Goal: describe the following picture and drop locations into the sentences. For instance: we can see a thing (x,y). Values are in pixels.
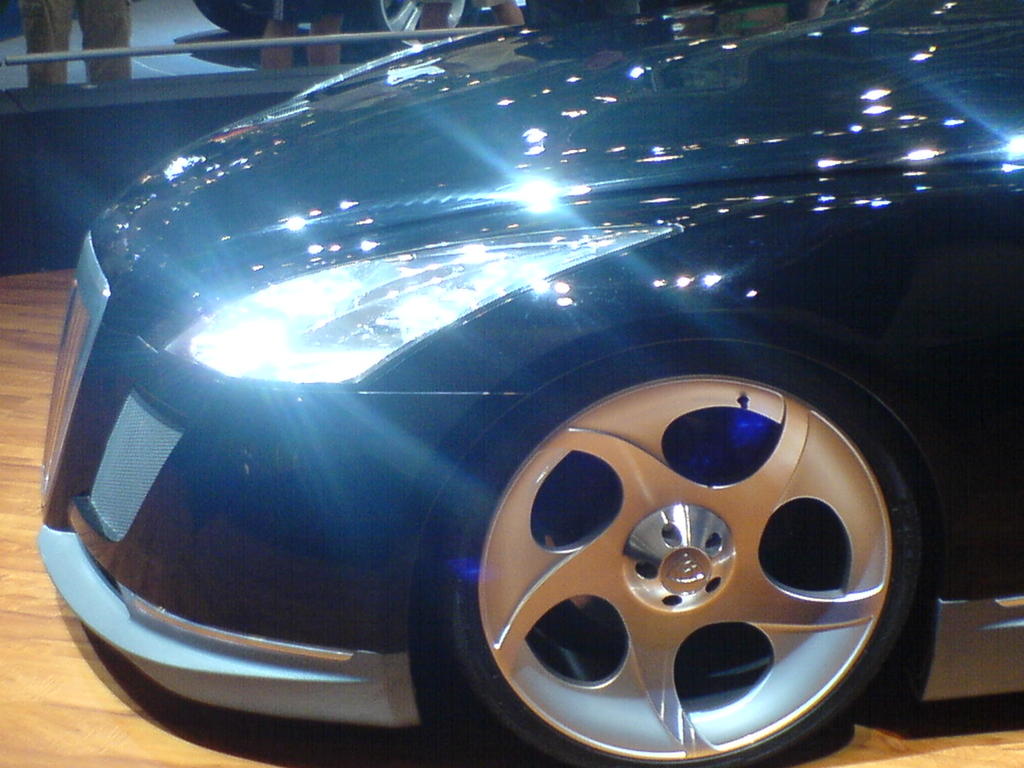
In this picture we can see a vehicle (436,397) on the surface (16,664). In the background of the image (105,140) we can see wall (84,95), rod (108,52), legs (32,48) of people (128,65) and wheels (379,28) of a vehicle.
